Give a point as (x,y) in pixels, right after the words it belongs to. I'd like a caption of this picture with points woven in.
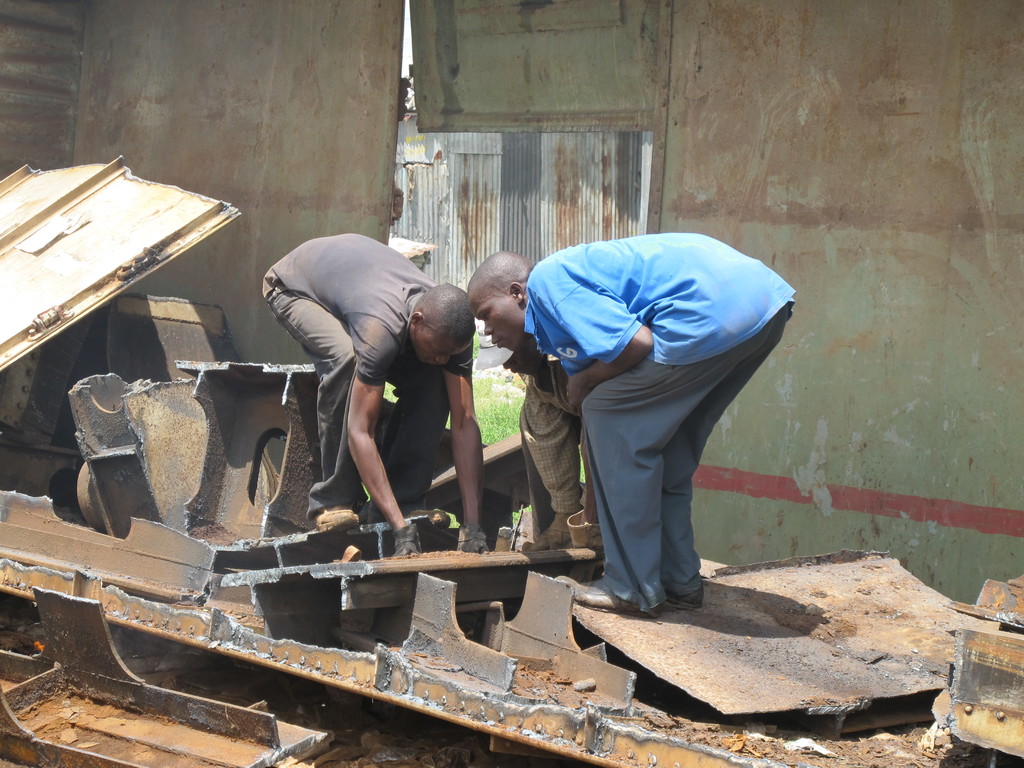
In the middle (653,266) a man (659,433) is bending, he wore blue color t-shirt (617,325). On the left side (309,290) another man (383,377) is working, he wore grey color t-shirt (370,344). At the bottom (95,557) there are iron pieces (261,650). In the middle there is an iron shed (476,180).
